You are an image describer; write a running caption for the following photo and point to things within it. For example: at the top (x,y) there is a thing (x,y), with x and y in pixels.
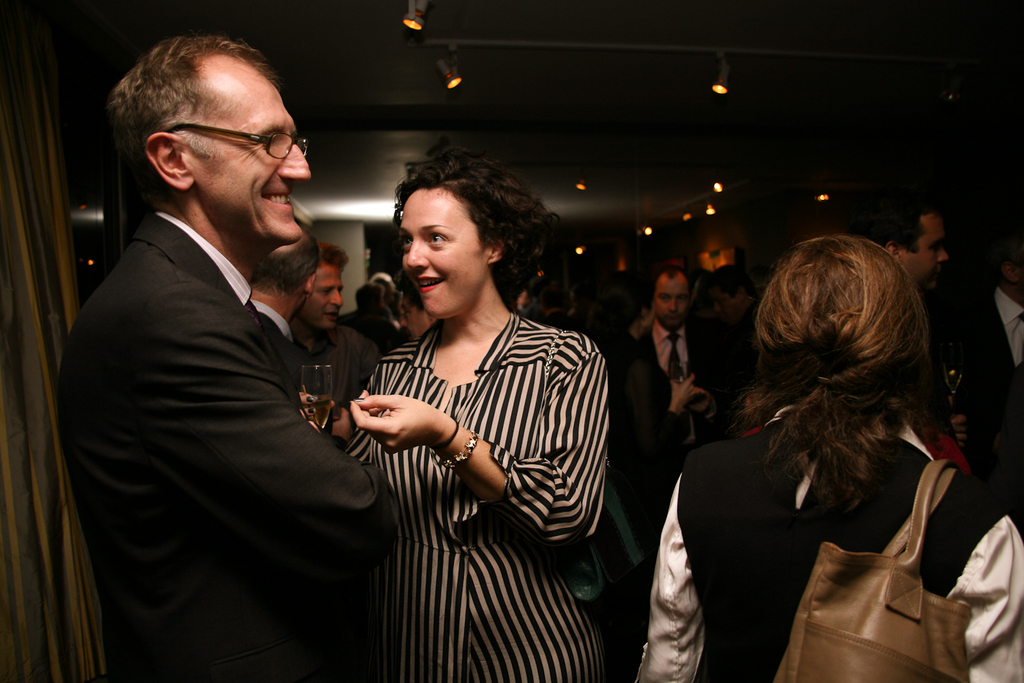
This image is taken indoors. In the background (387,240) there is a wall (800,199). At the top of the image (441,43) there is a ceiling (447,50) with a few lights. In the middle of the image (669,332) many people (817,473) are standing on the floor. On the left side of the image (218,325) a man (219,427) and a woman (462,510) standing. They are with smiling faces (198,145) and a woman (442,398) is holding a glass (321,408) with wine (321,408) in her hand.
